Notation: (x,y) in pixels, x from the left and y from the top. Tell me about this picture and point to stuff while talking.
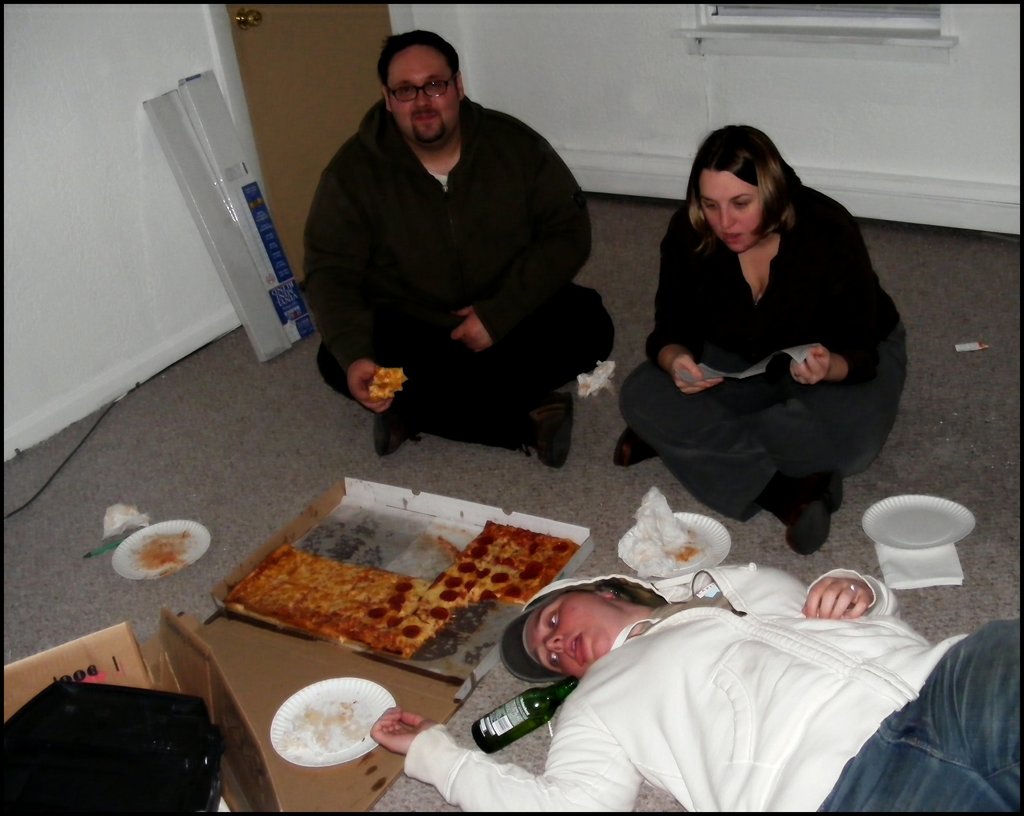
In the center of the image (507,274) there are two persons (526,276) sitting on the floor (627,304). At the bottom (860,678) we can see a person (604,703), bottle (527,705), pizza (423,608) and plate (372,697). In the background (356,73) there is wall (932,64), window (855,38) and door (350,73).
